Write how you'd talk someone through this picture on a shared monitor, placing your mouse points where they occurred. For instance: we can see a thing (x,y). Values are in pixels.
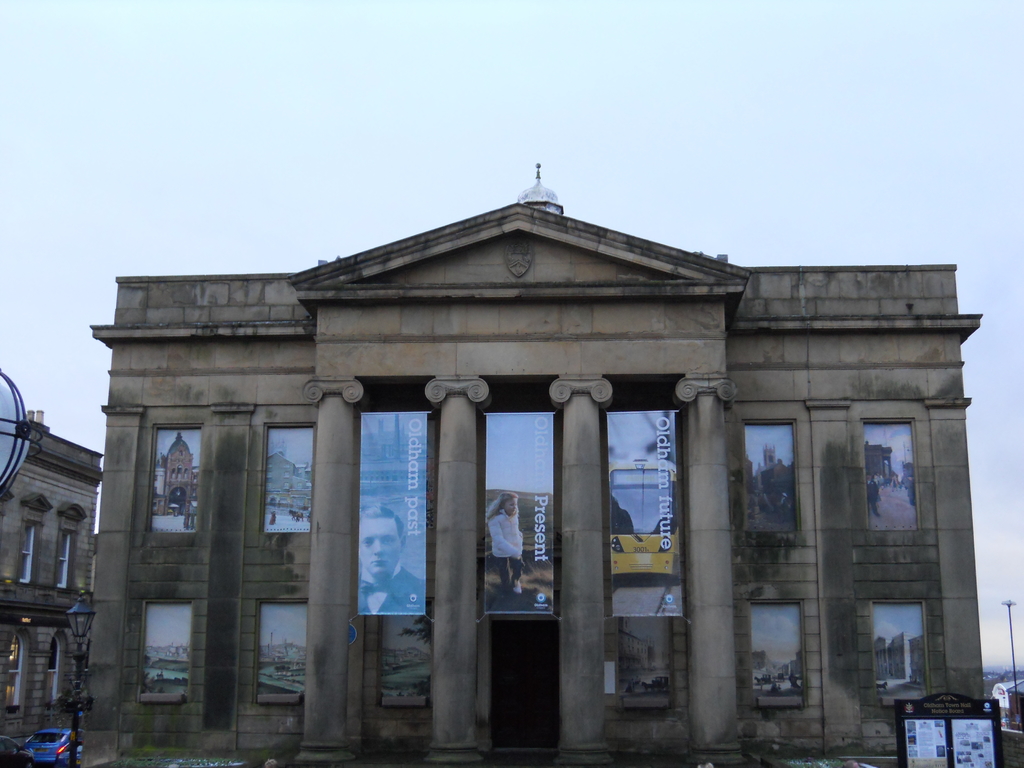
This picture shows couple of buildings (134,403) and we see banners (367,551) hanging to a building (469,465) and we see couple of pole lights (1017,695) and couple of cars (59,739) moving and we see a board (899,735) and a cloudy sky (651,44).
